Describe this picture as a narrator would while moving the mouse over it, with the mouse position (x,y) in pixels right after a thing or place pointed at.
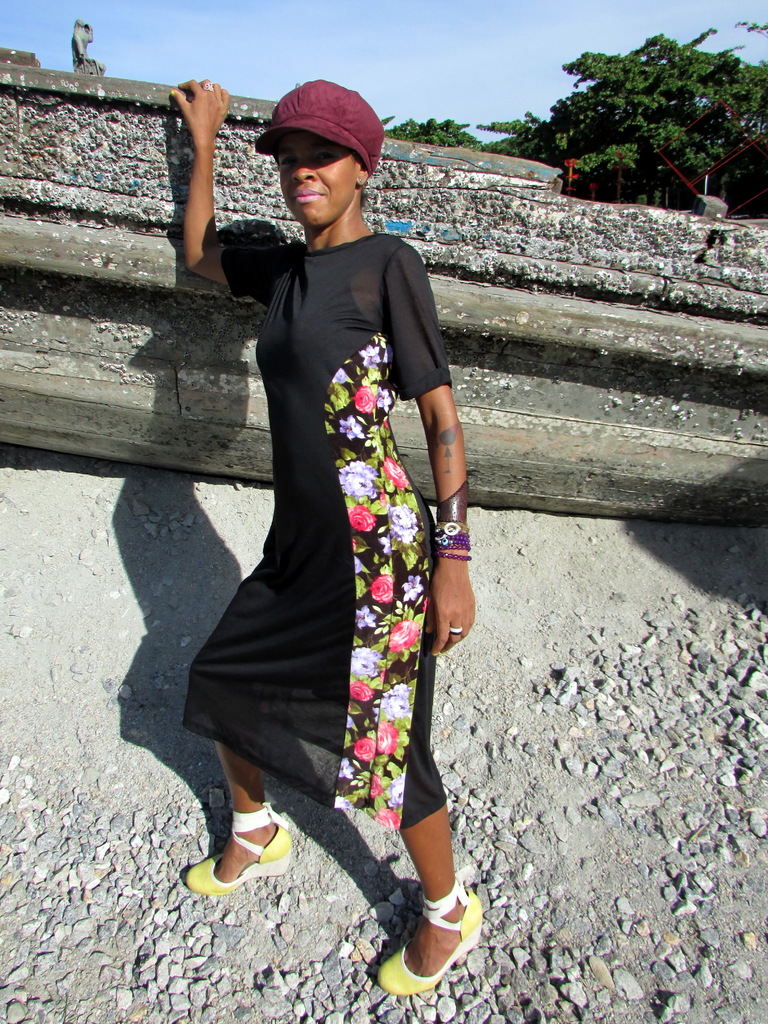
We can see a woman (262,808) is standing on the ground (186,850) and there are stones (147,921) on the ground (332,826) and placed her hand (210,112) on an object (249,108). In the background (509,122) there are trees (634,143), objects (718,198) and sky (209,67).
